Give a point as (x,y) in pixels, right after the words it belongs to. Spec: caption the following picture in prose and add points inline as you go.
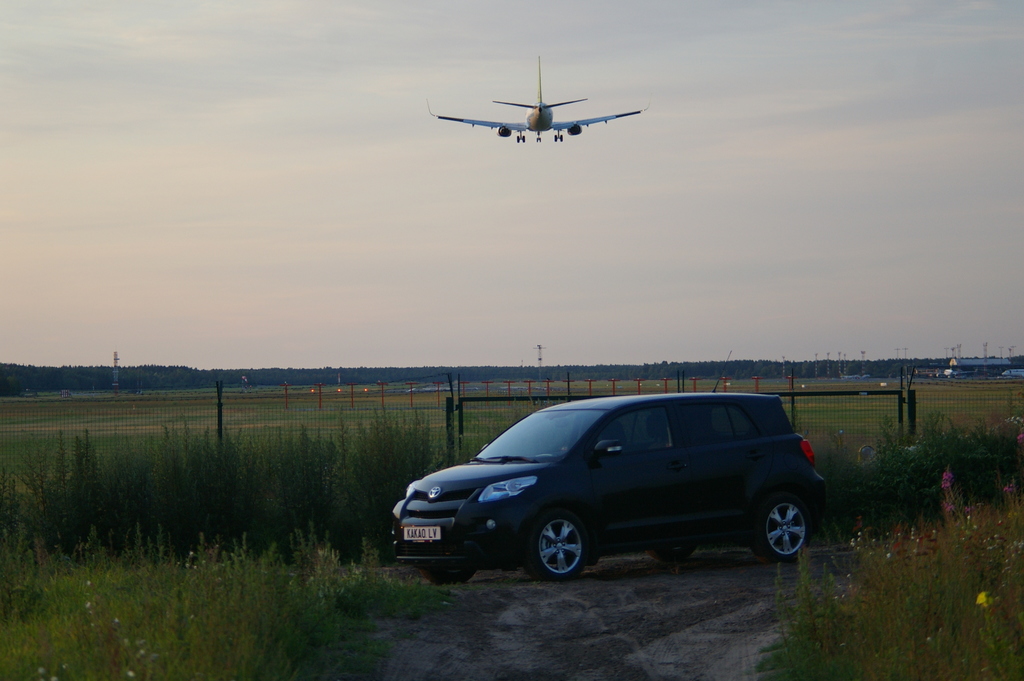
In the center of the image (658,445) we can see a car (639,495). At the bottom (171,657) there is grass (914,586) and we can see fence (446,434). At the top (526,131) there is an aeroplane (576,131) flying in the sky (639,124).
